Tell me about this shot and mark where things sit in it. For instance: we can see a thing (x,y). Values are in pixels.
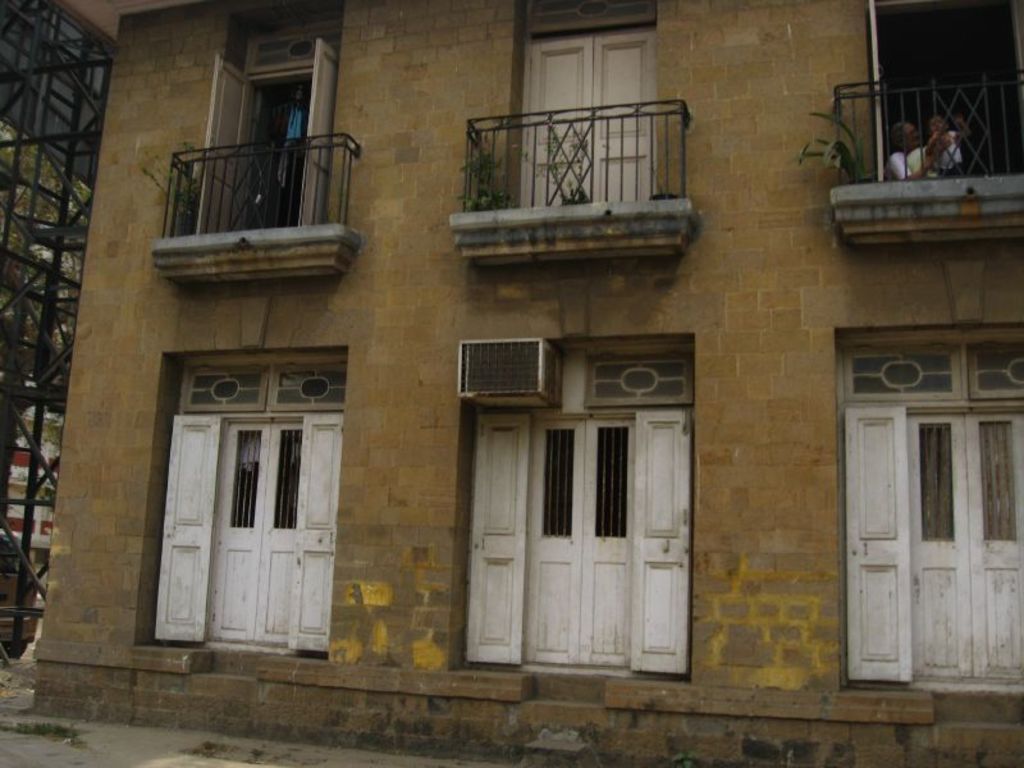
In this image I can see a building (607,184) along with the windows (322,140) and railings (463,179). In the top right (953,139) I can see a woman (926,152) and a baby (941,141) behind the railing (920,138). On the left side (31,485) there is a pole (53,399).
